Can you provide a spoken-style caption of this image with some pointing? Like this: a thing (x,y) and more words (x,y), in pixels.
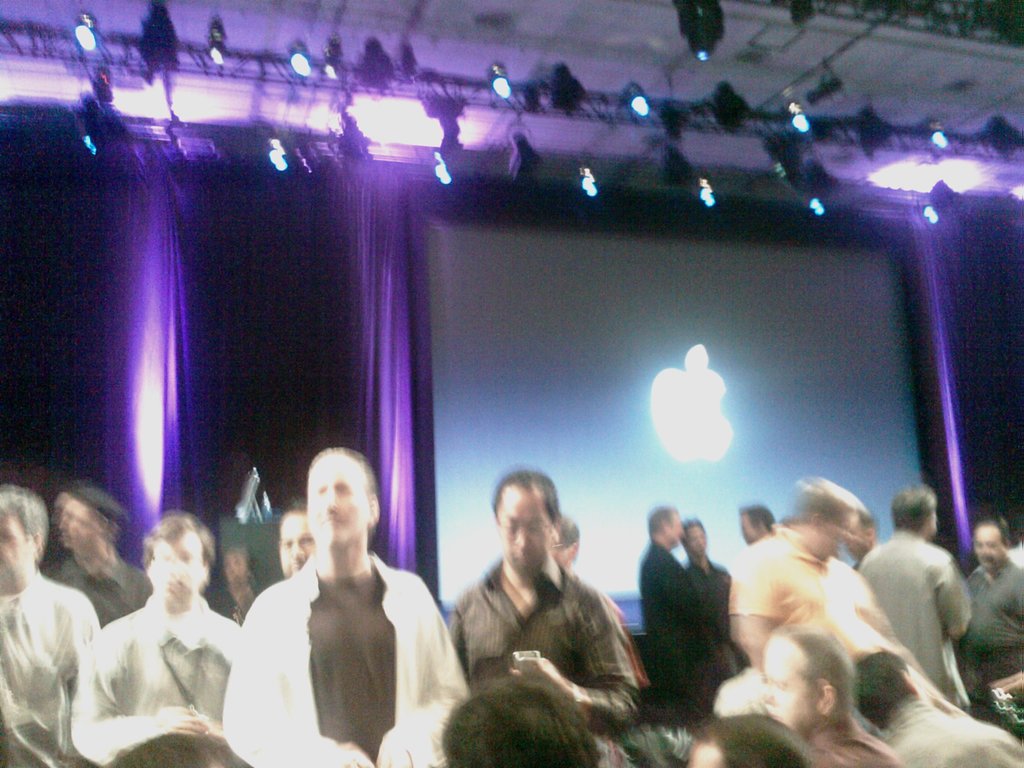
In this image there are a few people (553,593) sitting and standing, behind them there is a screen (695,331) and curtains (404,404). At the top of the image (412,60) there is a ceiling (490,114) and some focus lights (94,22).
